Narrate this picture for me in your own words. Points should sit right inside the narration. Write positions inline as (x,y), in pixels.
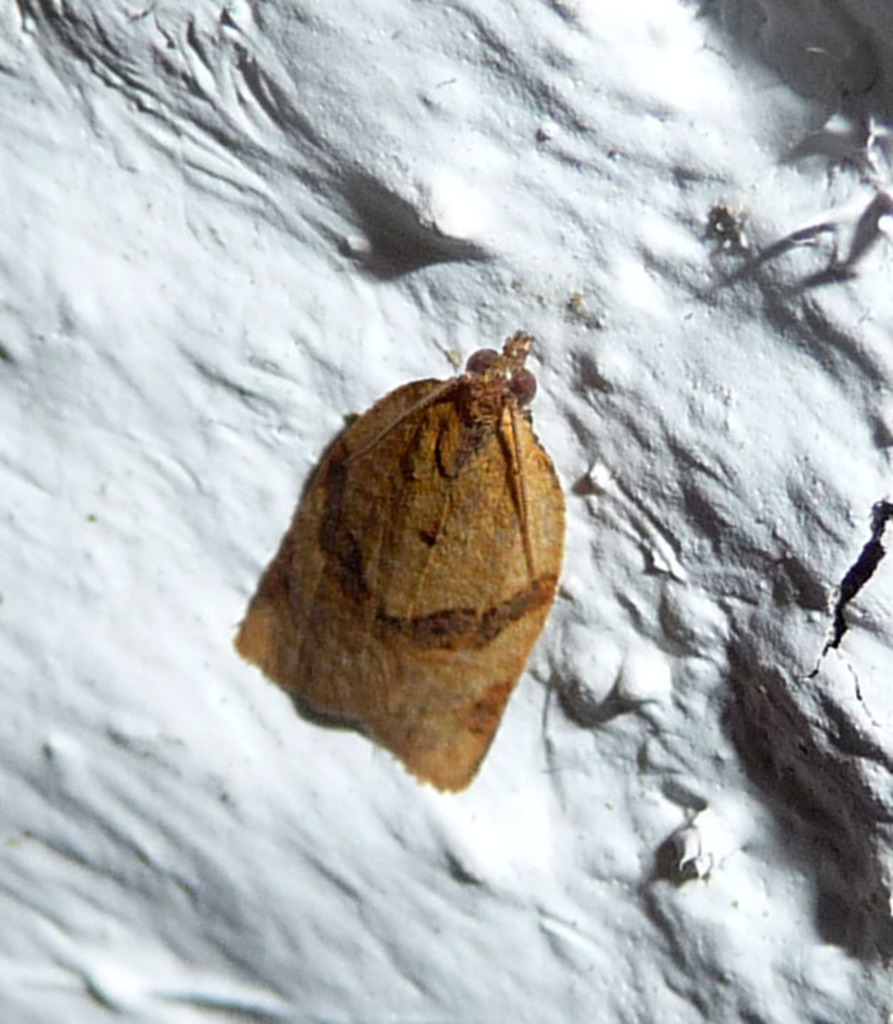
In this picture there is an insect (409,553) which is in brown color is on a white surface (708,753).
